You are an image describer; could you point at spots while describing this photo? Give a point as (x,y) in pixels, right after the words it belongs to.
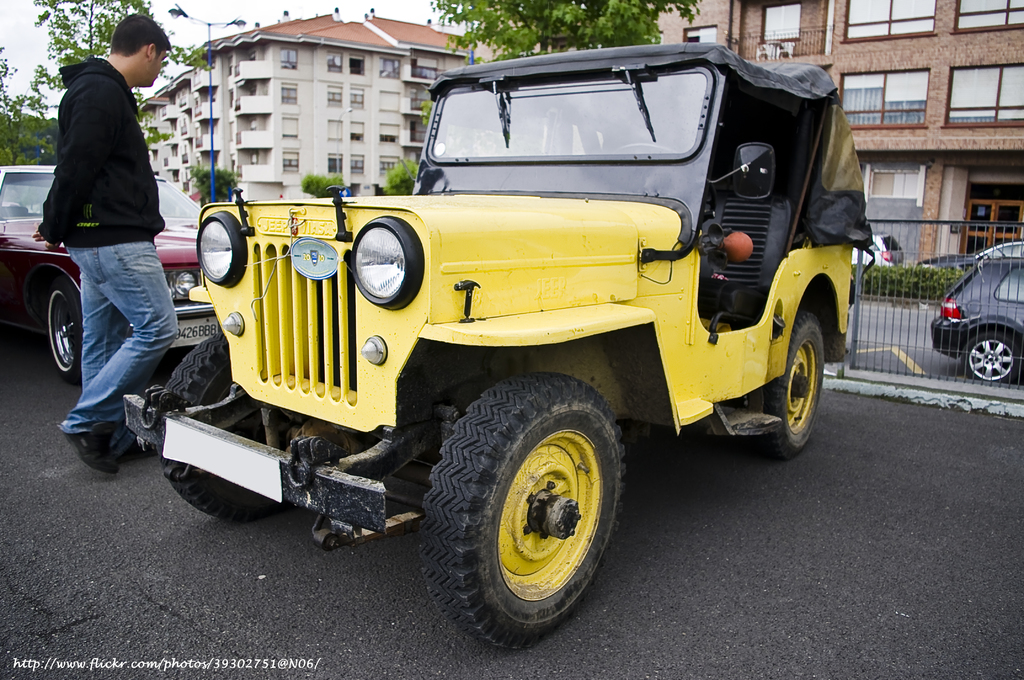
In this image there are vehicles (434,535), person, metal railing (1019,365), trees (493,0) in the foreground (691,53). There are buildings (1023,0), a pole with lights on it and vehicles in the background (999,149). There is road (793,496) at the bottom (58,605). And there is sky (408,13) at the top (260,9).
